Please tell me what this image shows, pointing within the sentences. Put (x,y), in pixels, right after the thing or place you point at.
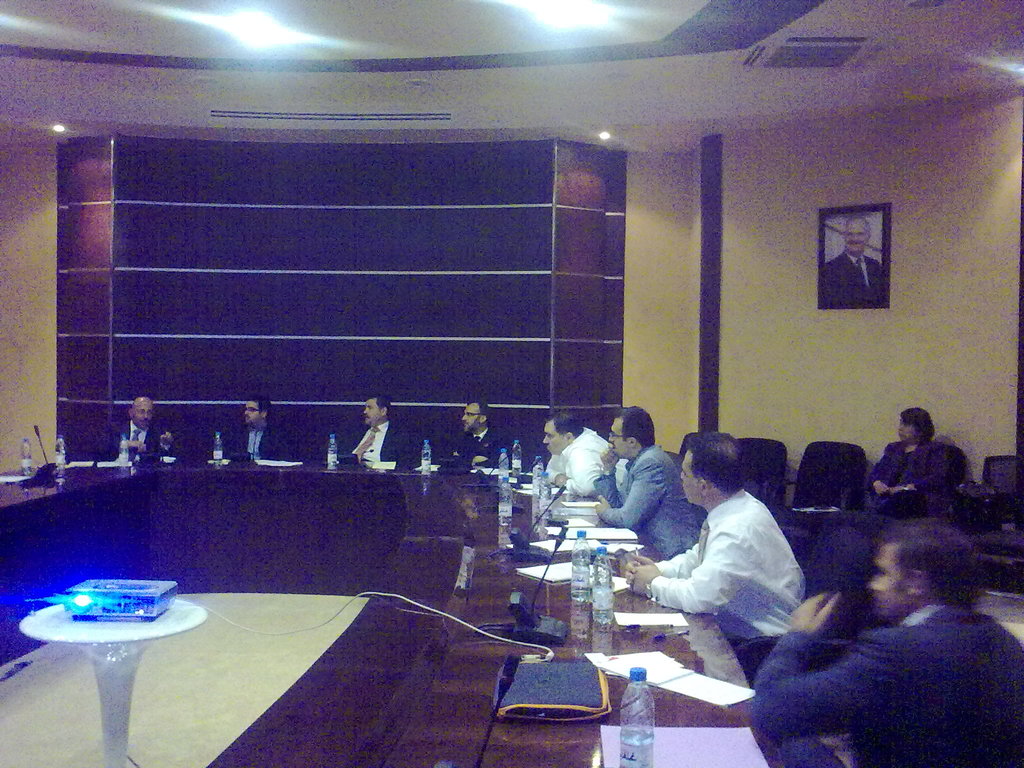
A group of men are sitting at a table (578,621) and discussing among themselves.
